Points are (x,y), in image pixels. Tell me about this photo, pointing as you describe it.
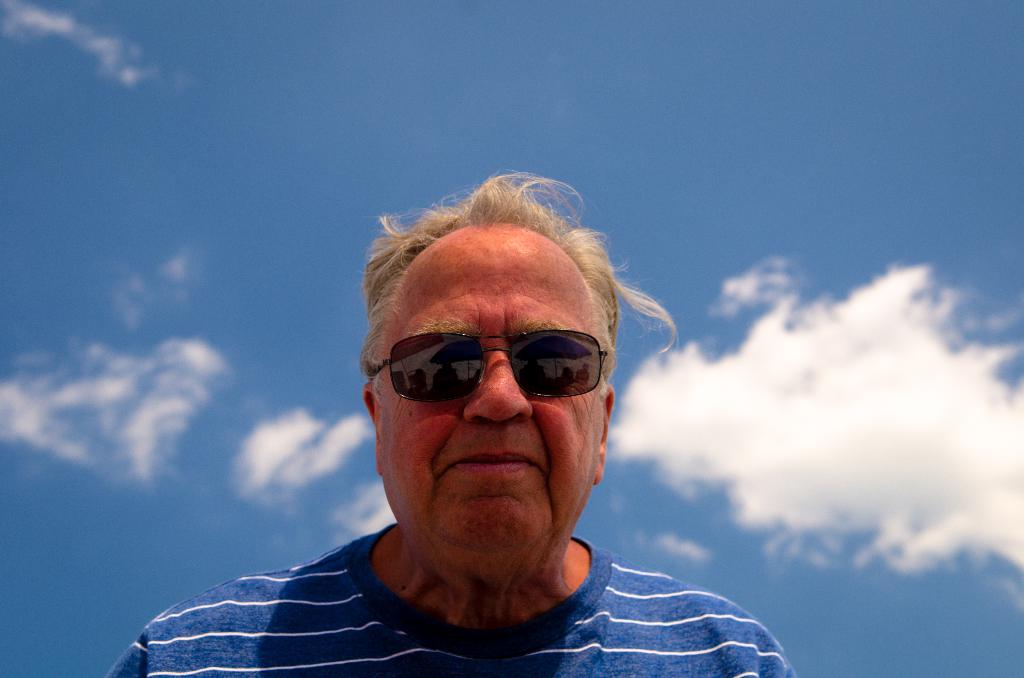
In the foreground (674,662) I can see a man (674,662). In the background (205,337) I can see the blue sky (325,156). This image is taken may be during a day.
